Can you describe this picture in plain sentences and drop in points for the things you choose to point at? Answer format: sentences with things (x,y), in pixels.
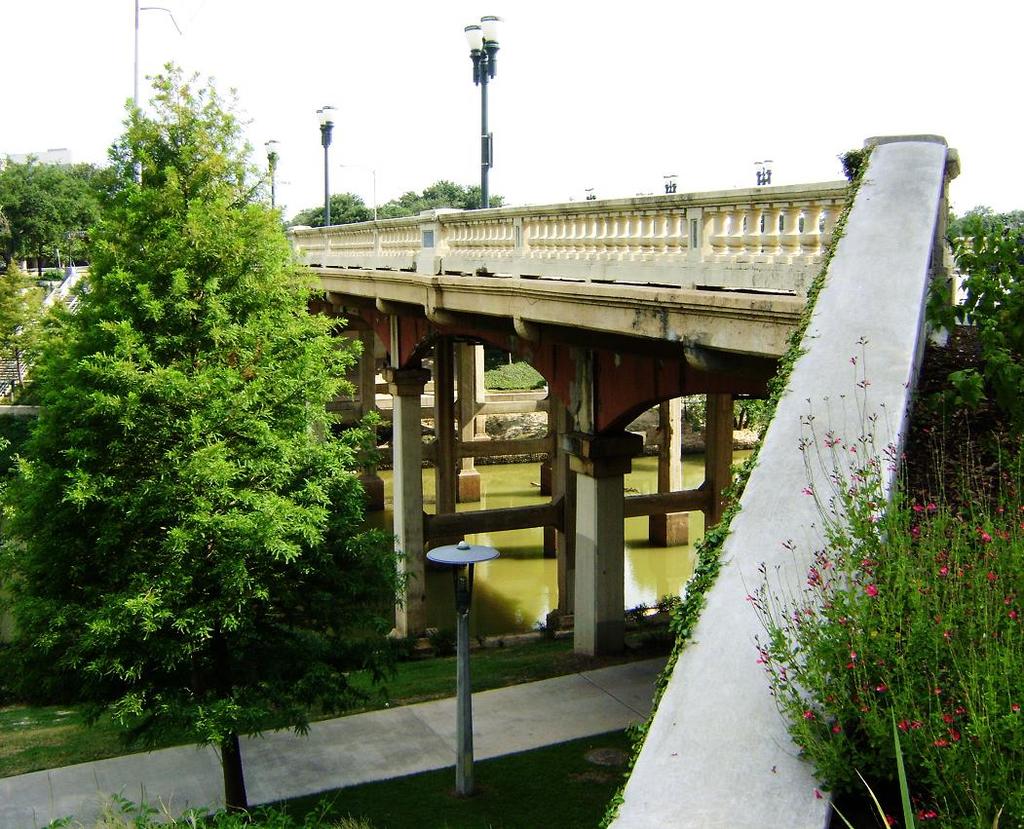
In this image we can see a bridge (592,439) on the river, street poles (484,175), street lights (473,41), trees (237,228), staircase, stones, ground (446,754) and sky (699,137).
